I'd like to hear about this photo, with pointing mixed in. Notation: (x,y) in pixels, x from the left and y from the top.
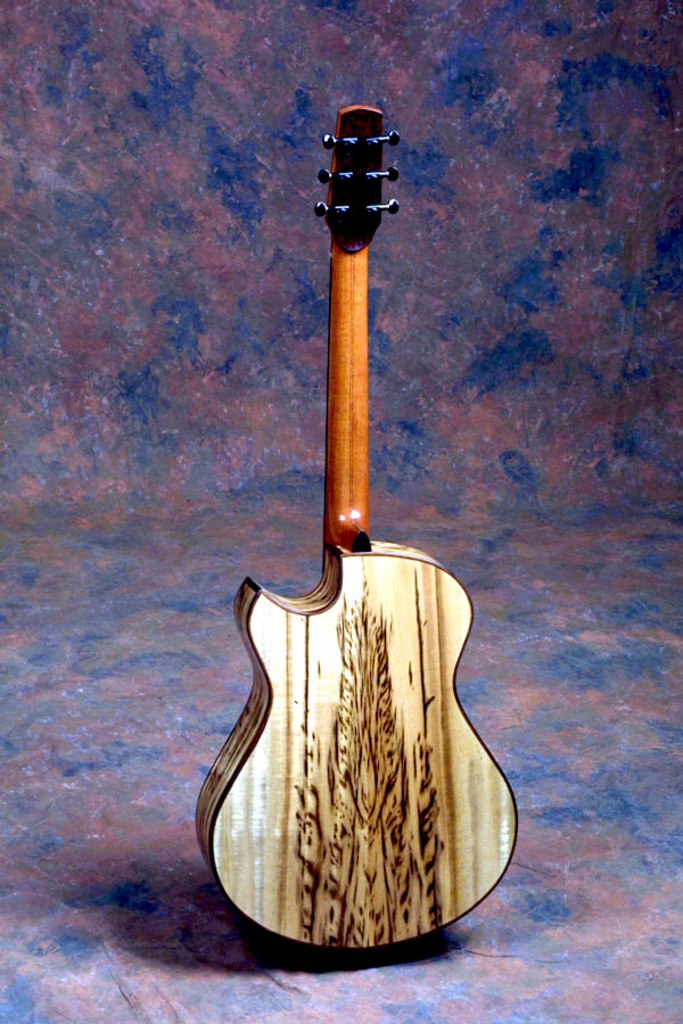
In this picture we can see a guitar (336,847) on the surface (136,763).
